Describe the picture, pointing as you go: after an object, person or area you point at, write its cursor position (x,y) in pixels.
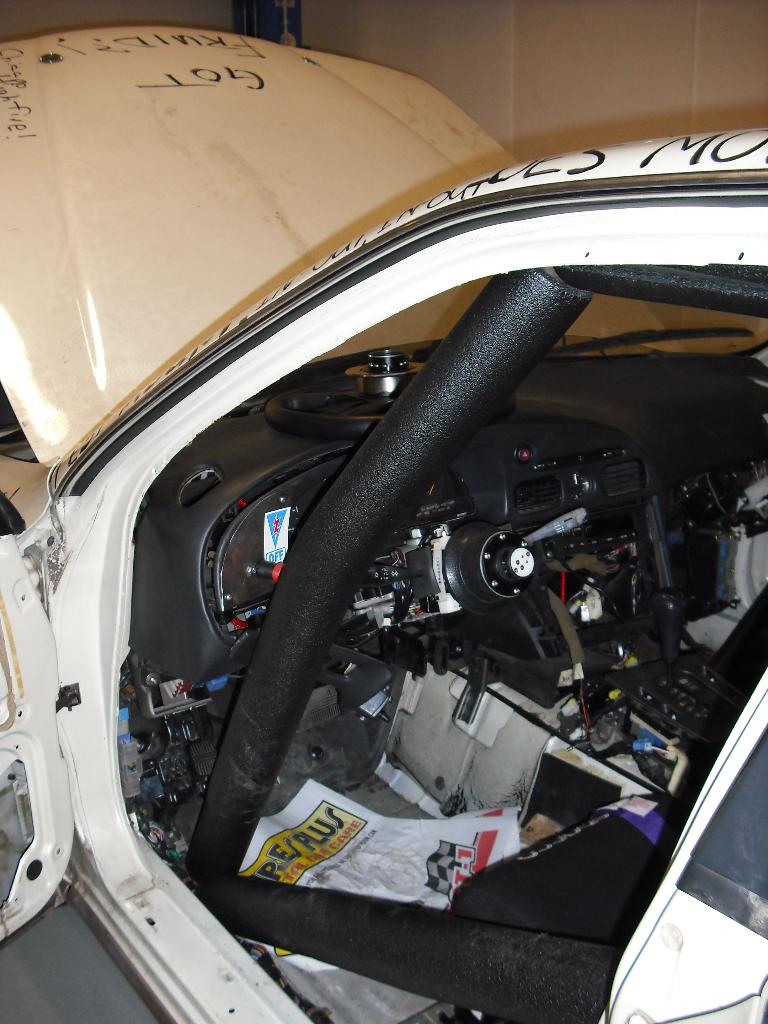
In this image, I can see a car (416,490), which is white in color. This is a bonnet (162,177), which is attached to the car (239,389). I can see few devices (480,535), which are fixed inside the car (592,553). This looks like a seat (586,893). I can see the letters (180,38) written on the car (499,176).
